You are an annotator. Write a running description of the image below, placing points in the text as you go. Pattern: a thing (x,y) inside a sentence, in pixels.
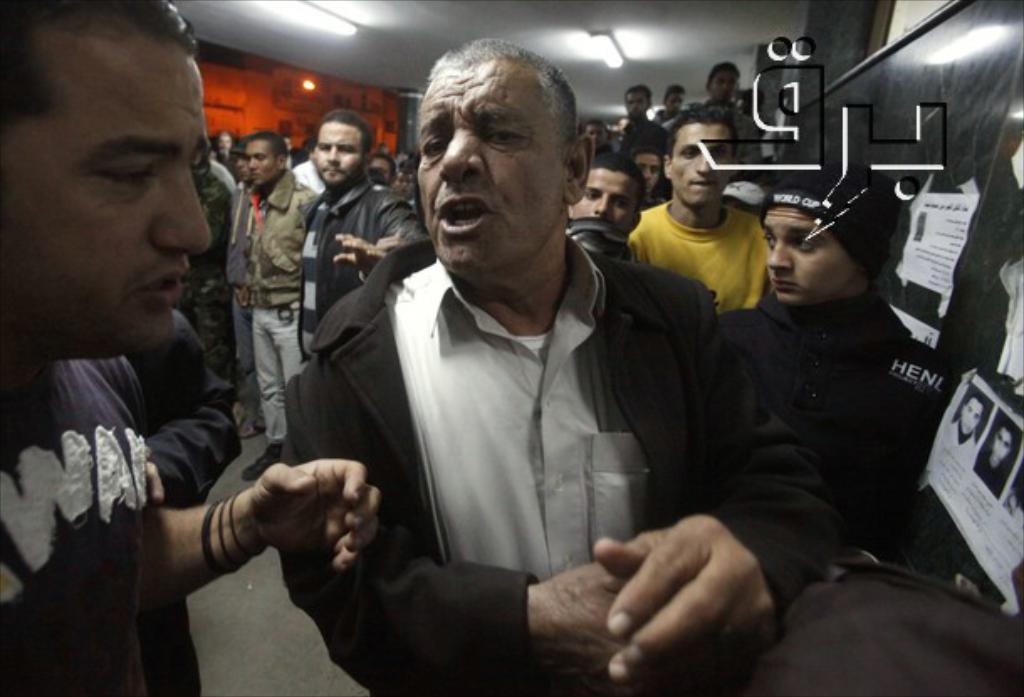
In this image we can see the people (446,263) standing. We can also see the floor (269,622), lights (318,17), ceiling (366,73), wall (356,105) and also the board (985,53) with the text papers (960,468). We can also see the logo (807,131).
